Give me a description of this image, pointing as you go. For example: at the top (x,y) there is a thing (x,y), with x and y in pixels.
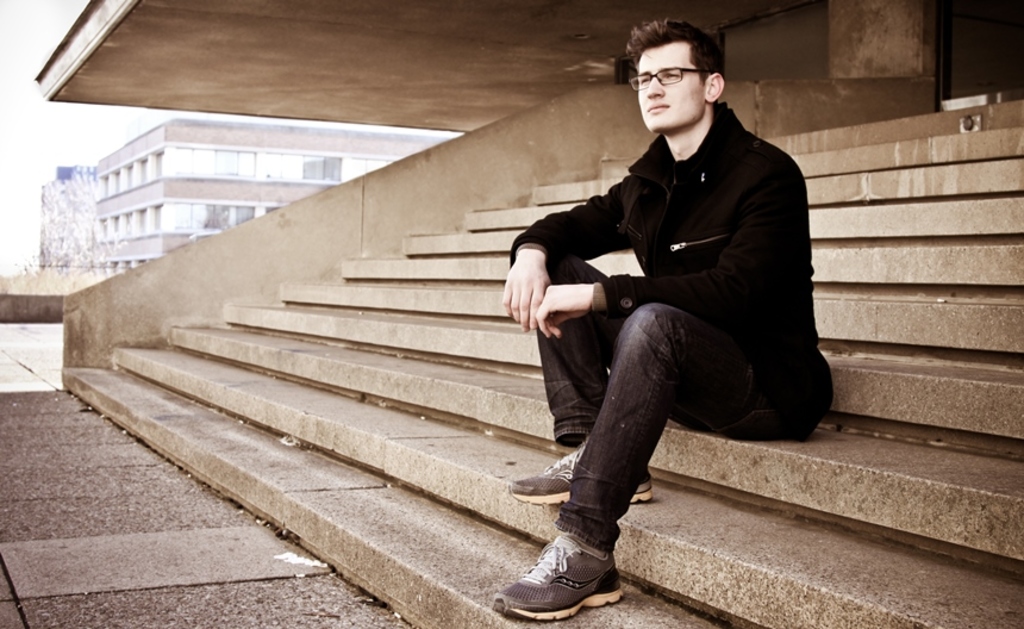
In this image, we can see a person (582,372) is sitting on the stairs (696,452) and wearing glasses (684,72). Background (877,52) we can see wall (859,48) and railing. On the right side (958,72) top corner, we can see glass object (974,41). Left side (227,186) background, we can see a building (184,203) and sky (61,118). On the left side (145,573) bottom of the image (83,529), there is a walkway (106,544).
